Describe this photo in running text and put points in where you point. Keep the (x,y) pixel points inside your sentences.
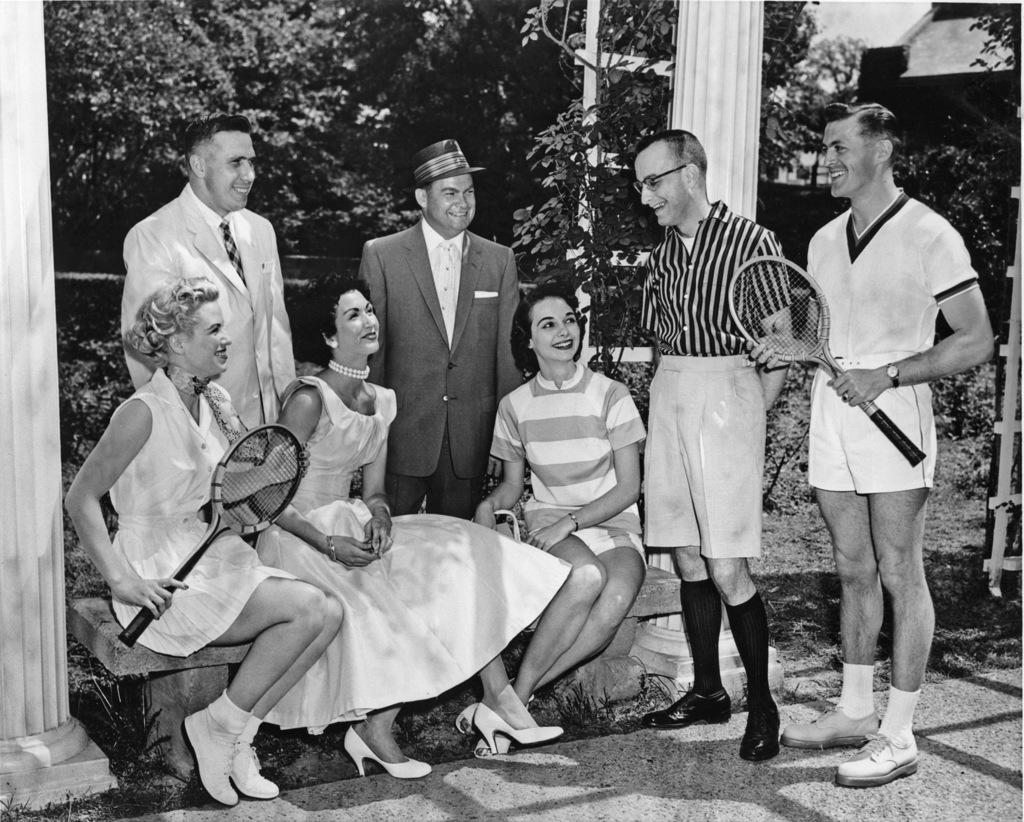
In this image I can see the black and white picture in which I can see three women (342,534) are sitting on a bench (104,631) and four men (250,248) are standing. I can see few of them are holding tennis bats (831,365) in their hands (859,391). In the background (711,49) I can see a pillar (694,43) and few trees (384,140).
